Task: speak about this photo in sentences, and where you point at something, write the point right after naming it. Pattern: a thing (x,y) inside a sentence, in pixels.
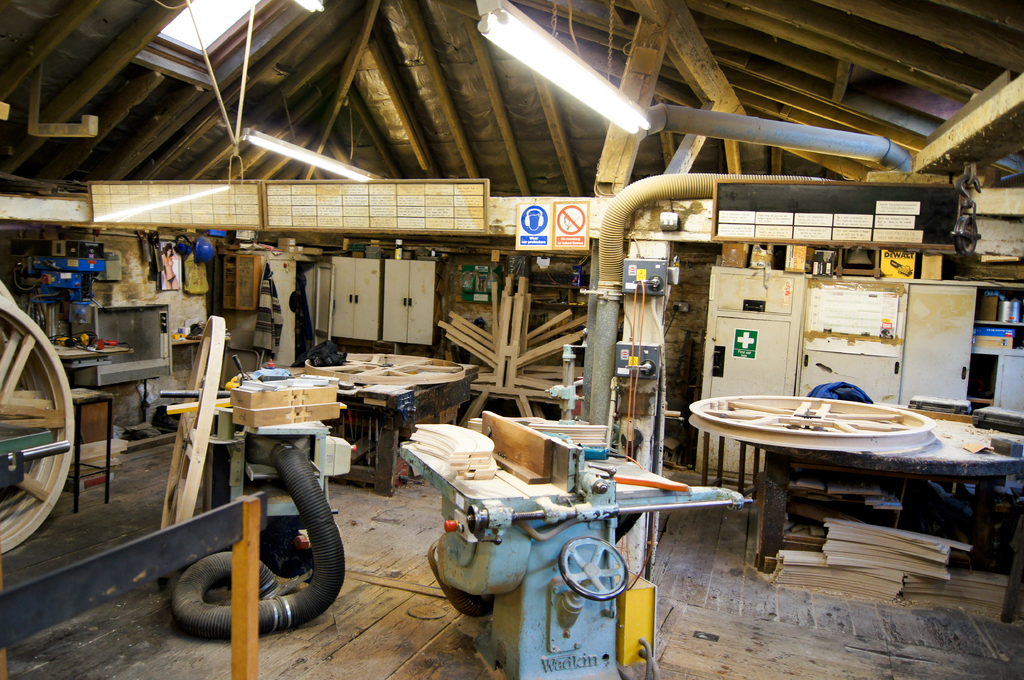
In this image I can see a machine (518,447) and number of woods (732,417).
